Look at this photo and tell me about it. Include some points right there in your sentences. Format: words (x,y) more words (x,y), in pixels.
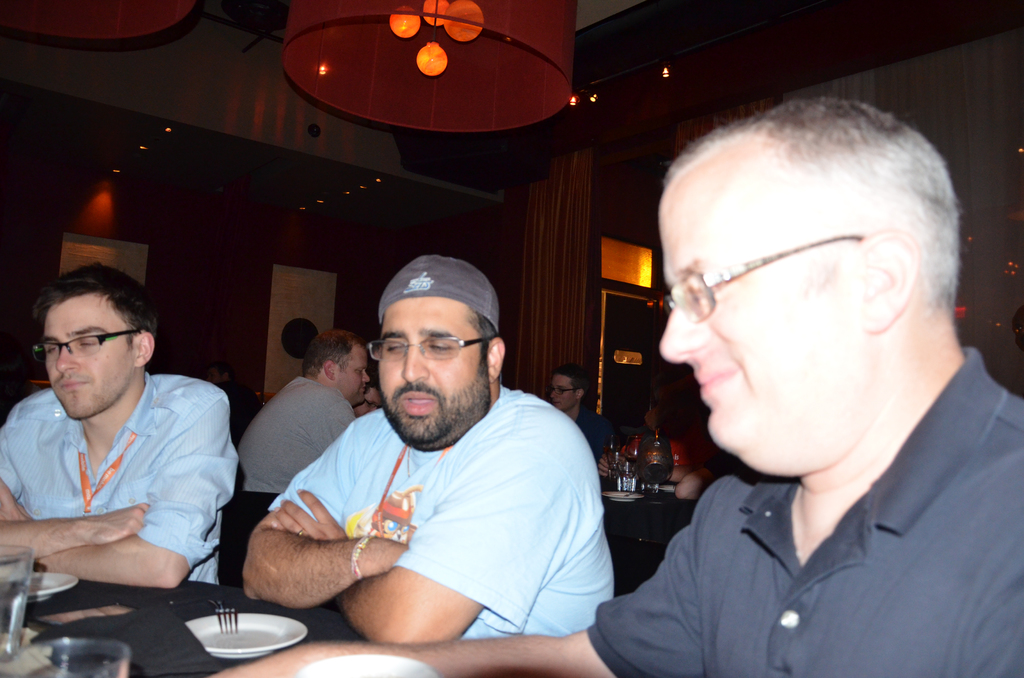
In this image I can see some people (562,471) sitting around the table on which we can see some plates (219,642), a fork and other things (17,555). Also there is a chandelier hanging from the ceiling (248,96).
